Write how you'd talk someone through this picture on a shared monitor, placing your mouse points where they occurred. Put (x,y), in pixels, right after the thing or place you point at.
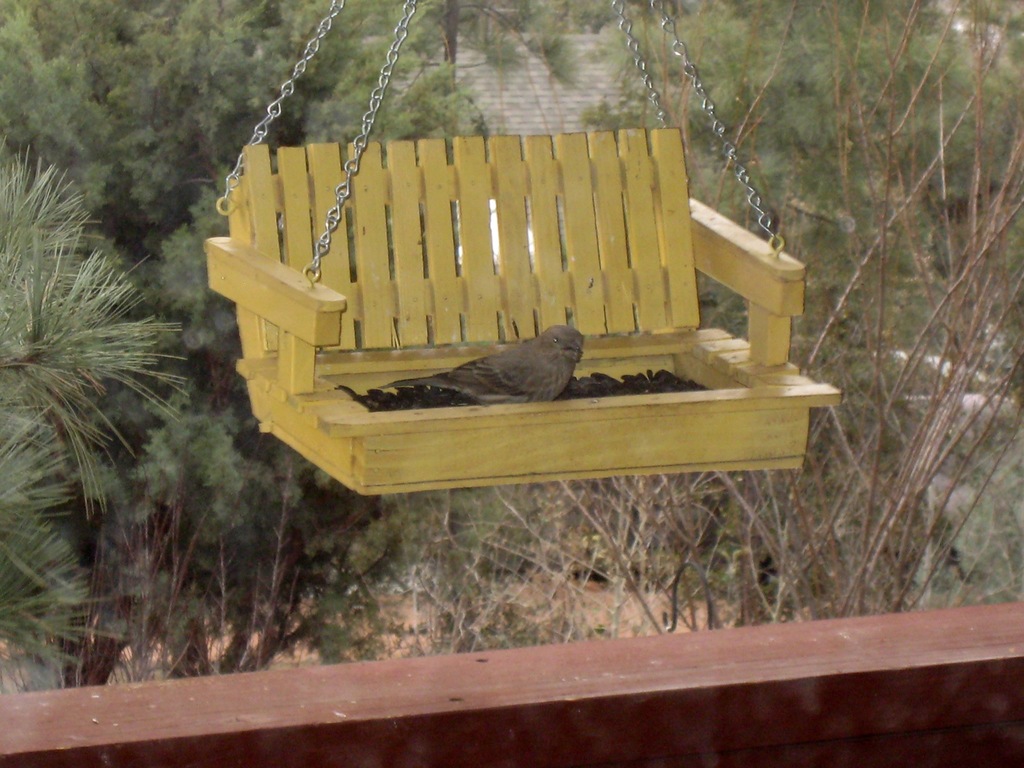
In the foreground of this picture (541,367), there is a bird (513,362) in cradle (570,171). In the background (174,148), we can see trees (574,499), and a building roof top (524,98).
